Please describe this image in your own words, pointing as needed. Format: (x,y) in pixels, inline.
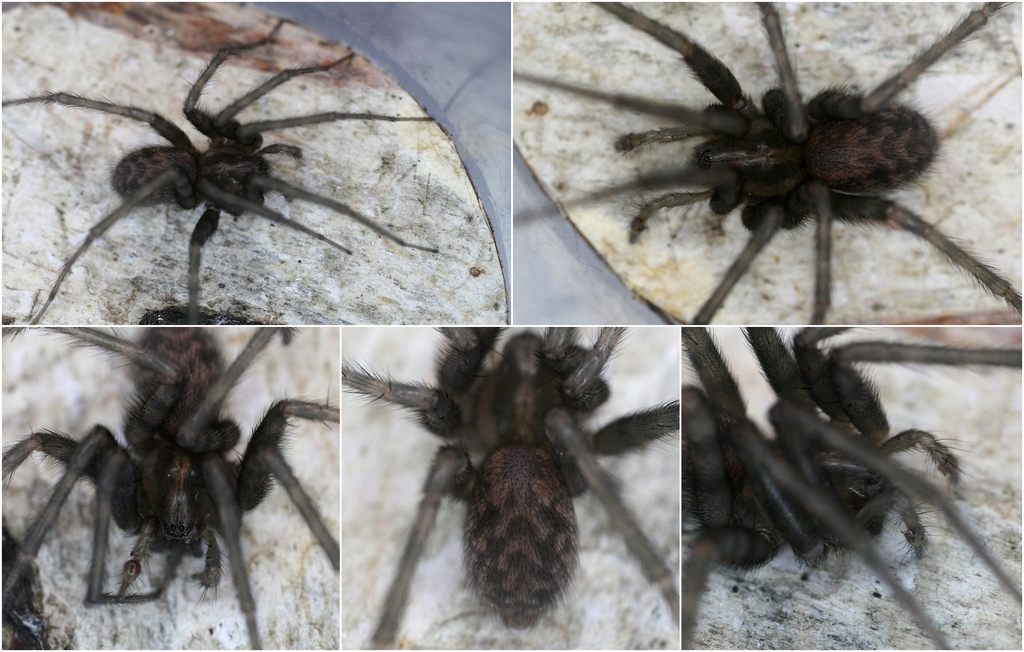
This is a collage picture and in this picture we can see a spider (834,170) on the surface (393,172).
